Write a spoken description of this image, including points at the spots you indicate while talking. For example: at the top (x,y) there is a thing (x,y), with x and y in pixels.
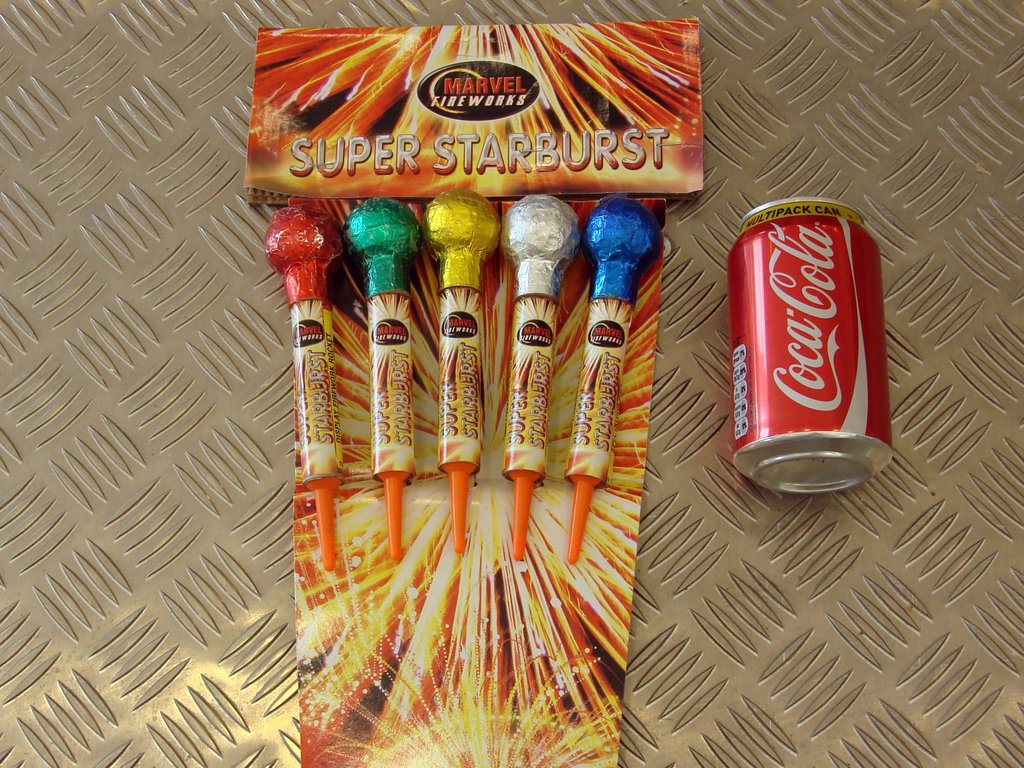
In this image there is a packet (307,317) of a super starburst fireworks (452,303) in the middle of this image (381,443). There is a can (750,303) on the right side of this image (733,335). They both are kept on a steel surface (245,388) as we can see in the background (128,135).
